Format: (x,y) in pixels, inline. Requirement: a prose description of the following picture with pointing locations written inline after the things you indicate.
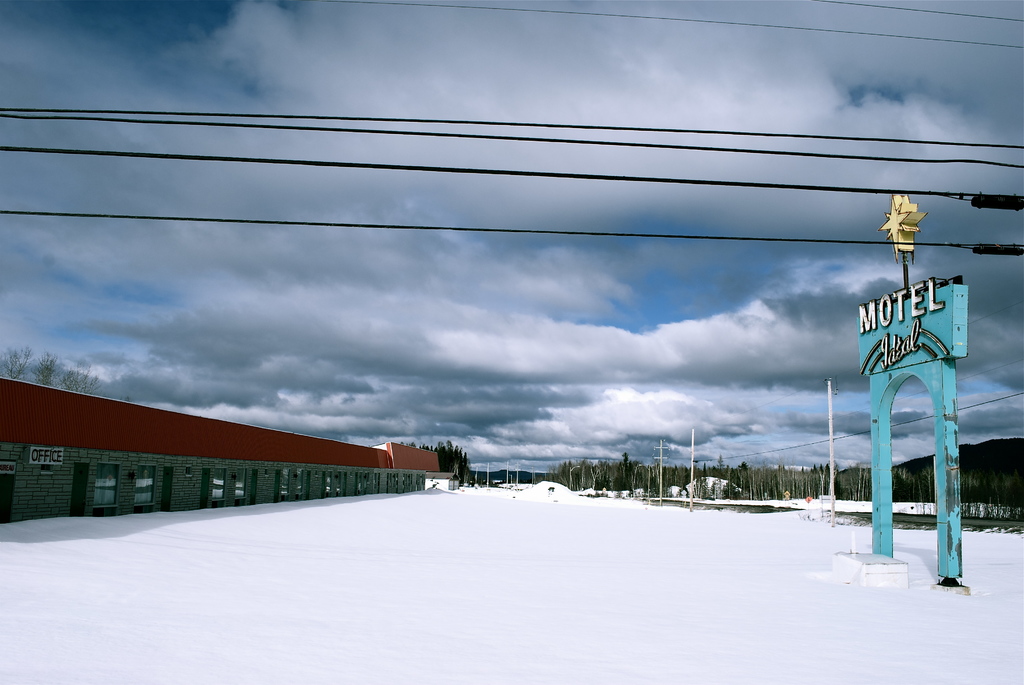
In the foreground of this image (347,641), at the bottom (428,644), there is snow (153,519). On the left (271,464), there are few buildings (430,478). On the right (947,349), there is an entrance pole (921,333). At the top (425,135), there are cables (405,131). In the background (655,466), there are trees (682,481), poles (658,448), sky (677,283) and the cloud (558,272).
